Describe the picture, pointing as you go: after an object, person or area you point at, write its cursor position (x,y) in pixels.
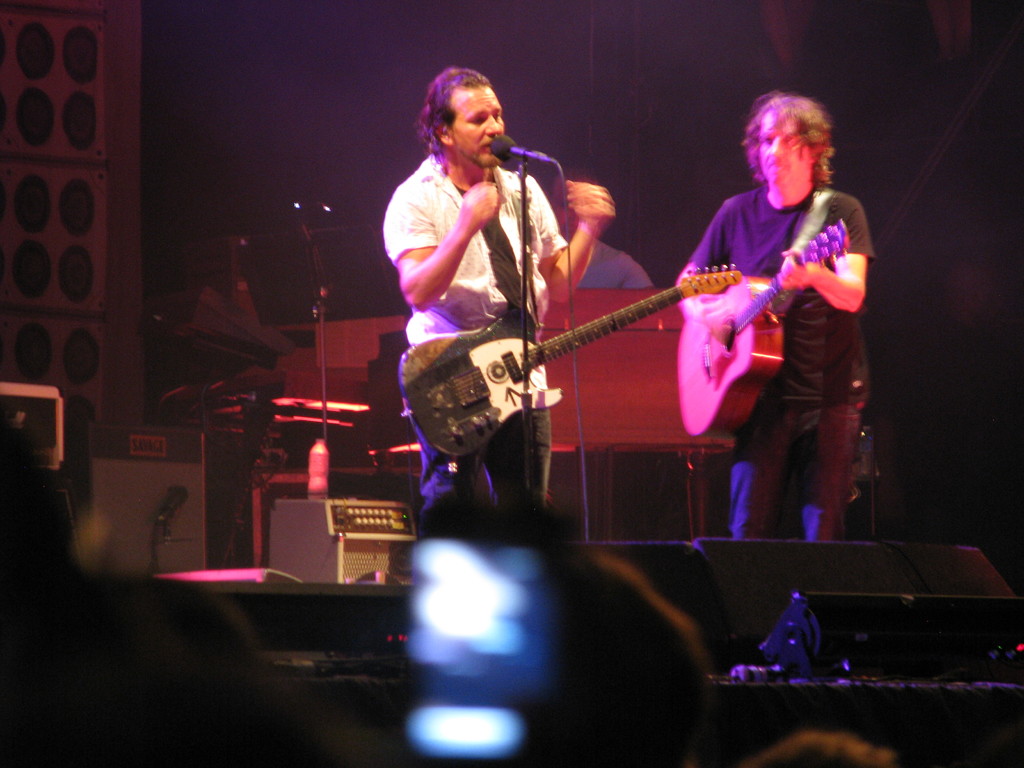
This picture shows two men (508,486) standing and holding guitar (828,236) in their hands (811,263) and we see a man (487,157) singing with the help of a microphone (510,137).
